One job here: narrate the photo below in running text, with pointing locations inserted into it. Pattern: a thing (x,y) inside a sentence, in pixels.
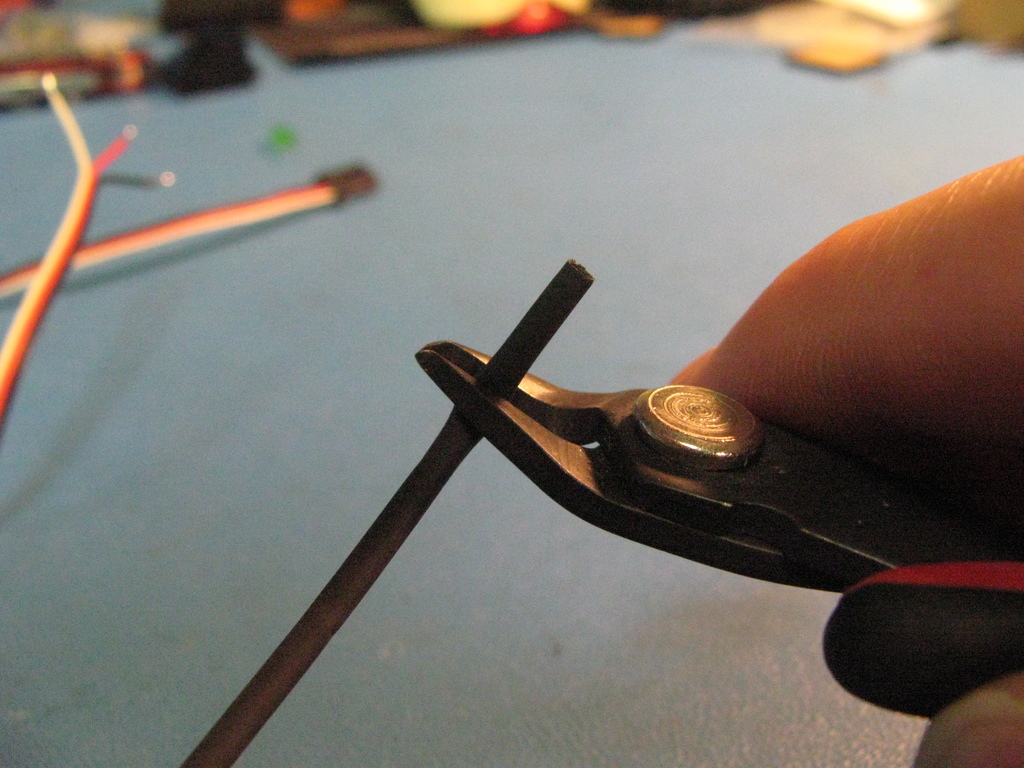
In this image we can see some person (859,271) holding a black color object (643,414) and in the background (540,112) we can see the blue color surface (600,134).
